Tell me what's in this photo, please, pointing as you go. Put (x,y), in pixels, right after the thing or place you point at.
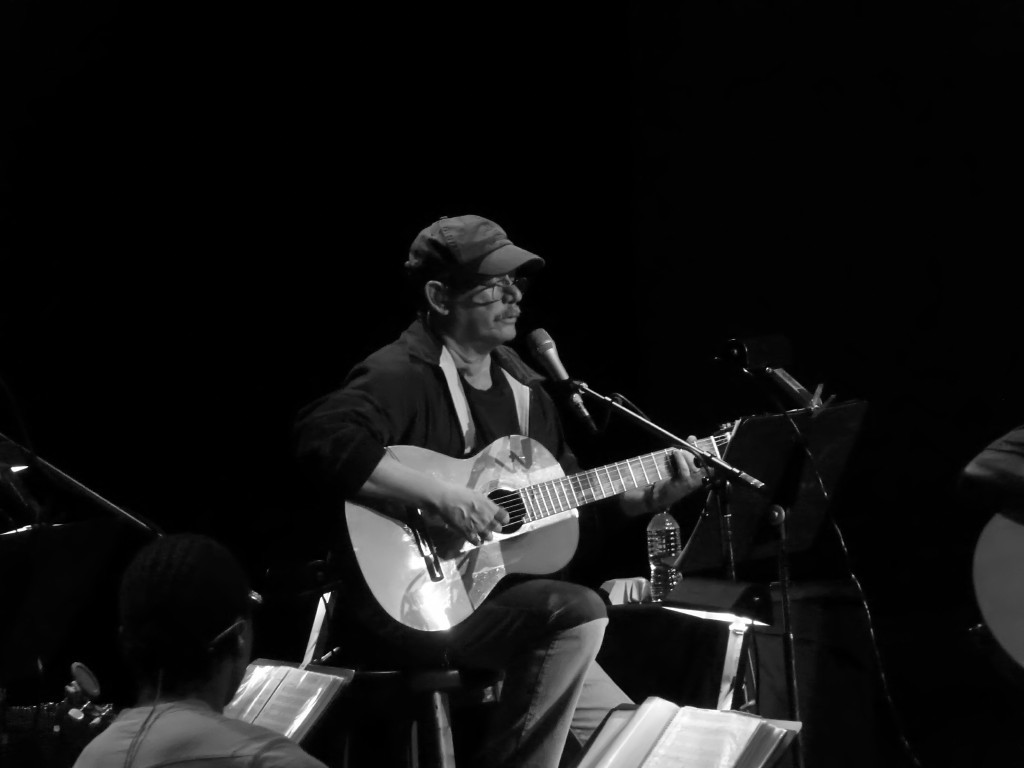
In this picture we can see a man (358,424) who is sitting on the chair (435,691). He is playing guitar (632,472) and this is mike (554,361). Here we can see a bottle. And there is a book (654,734).
